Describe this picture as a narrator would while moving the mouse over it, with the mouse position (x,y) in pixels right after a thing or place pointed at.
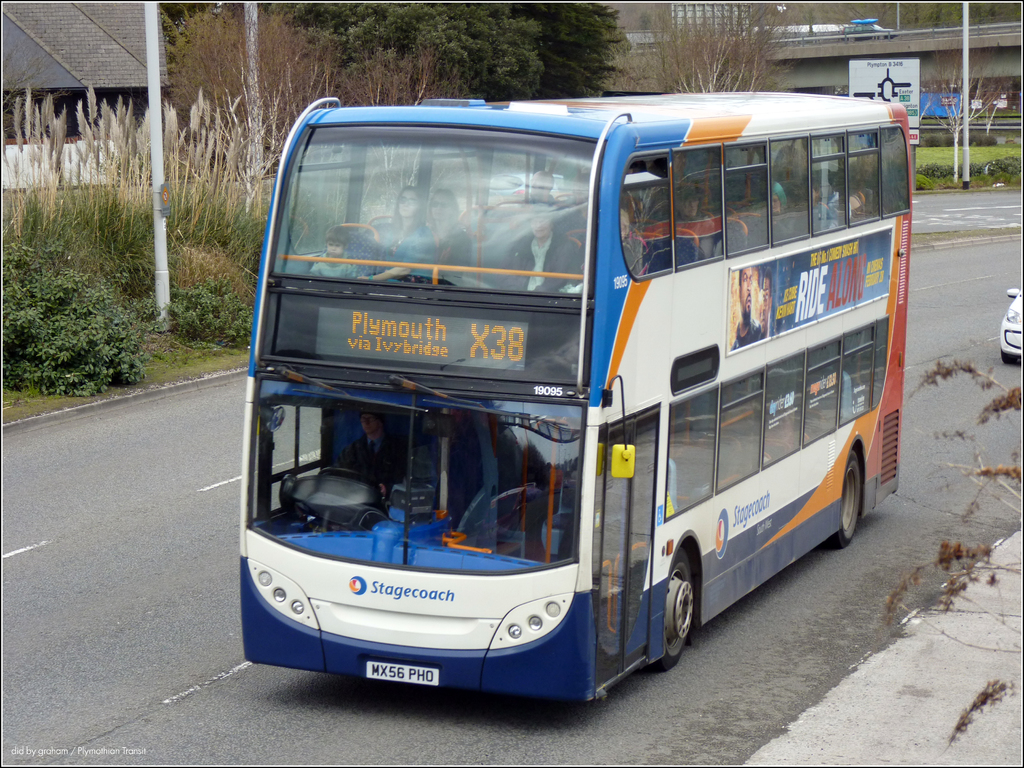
In this image in front (626,629) there is a bus (557,448) on the road (298,758). Inside the bus (541,406) there are people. Behind the bus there is a car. On the right side of the image (961,546) there is a tree (938,372). On the left side of the image (133,239) there are poles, plants (257,205), trees (429,72), boards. There is a building (16,47). In the background of the image (853,44) there is a car (873,37) on the bridge (1005,52). There is some text (77,752) at the bottom of the image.
